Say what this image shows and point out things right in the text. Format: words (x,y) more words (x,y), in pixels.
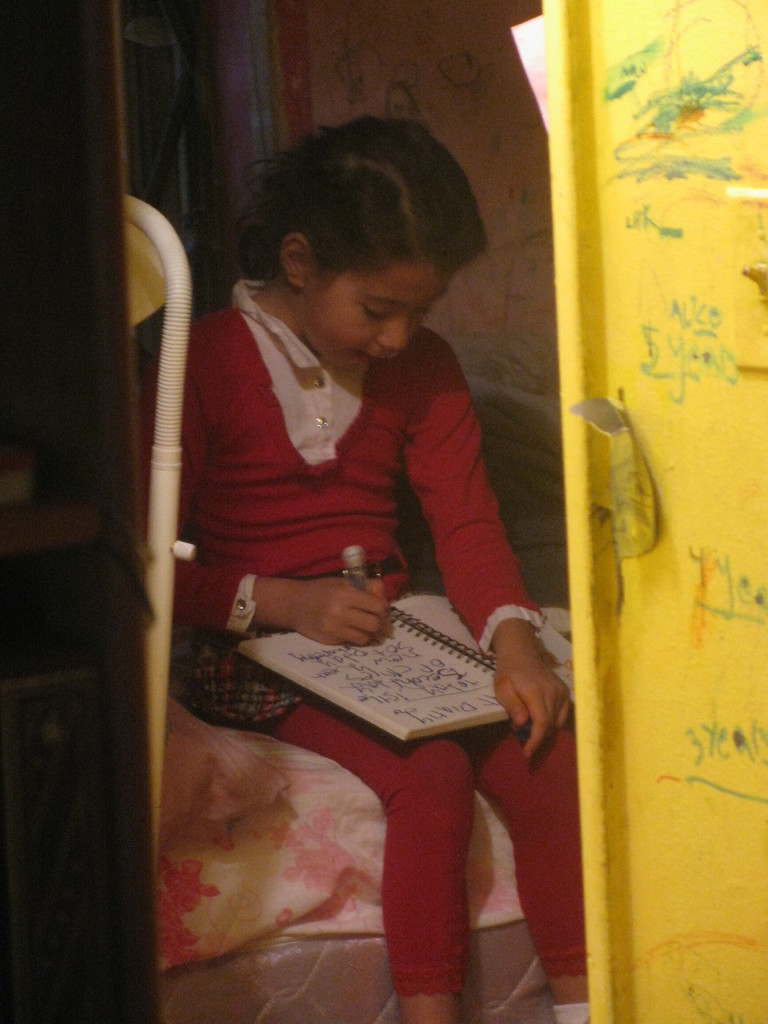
In this image there is a girl (324,503) sitting, she is holding an object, there is a book (442,649), there is text (397,674) on the book (416,657), there is an object (622,575) towards the right of the image (684,453), there is text (677,375) on the object (729,235), there is an object (60,350) towards the left of the image (88,511), there is a wall (397,58) towards the top of the image (410,69), there is text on the wall (483,150), there is an object (210,78) towards the top of the image (160,25), there is a blanket (276,853), at the bottom of the image (298,960) there is a mattress (344,985).
